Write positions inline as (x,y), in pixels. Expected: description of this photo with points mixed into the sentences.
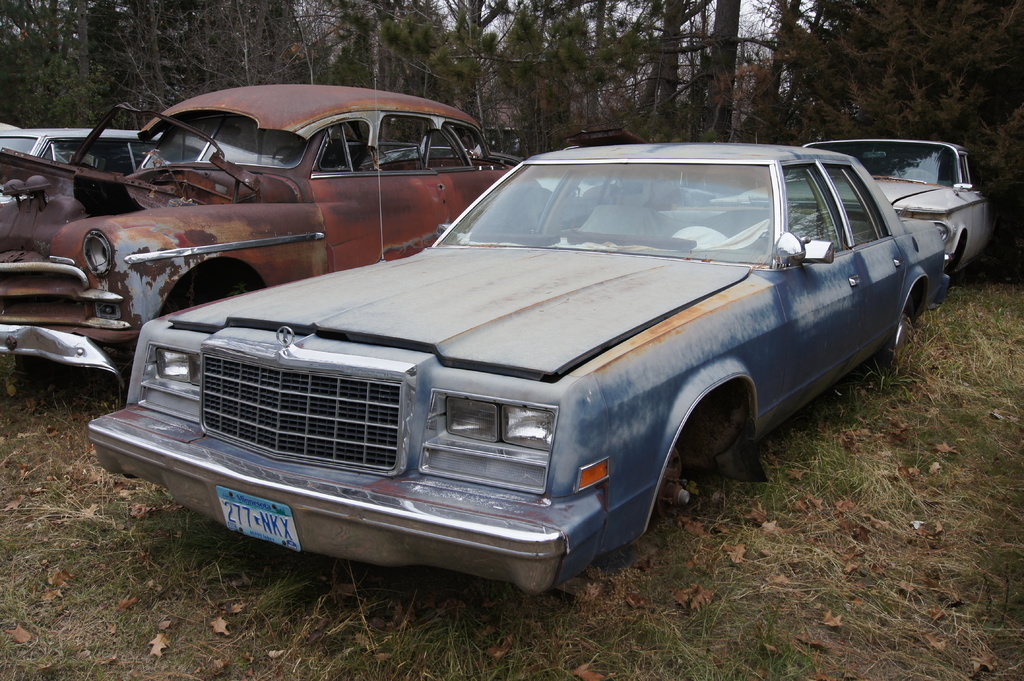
In this image we can few cars (603,437), grass (712,495), leaves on the ground (503,611), there are trees (377,10), also we can see the sky (756,15).
